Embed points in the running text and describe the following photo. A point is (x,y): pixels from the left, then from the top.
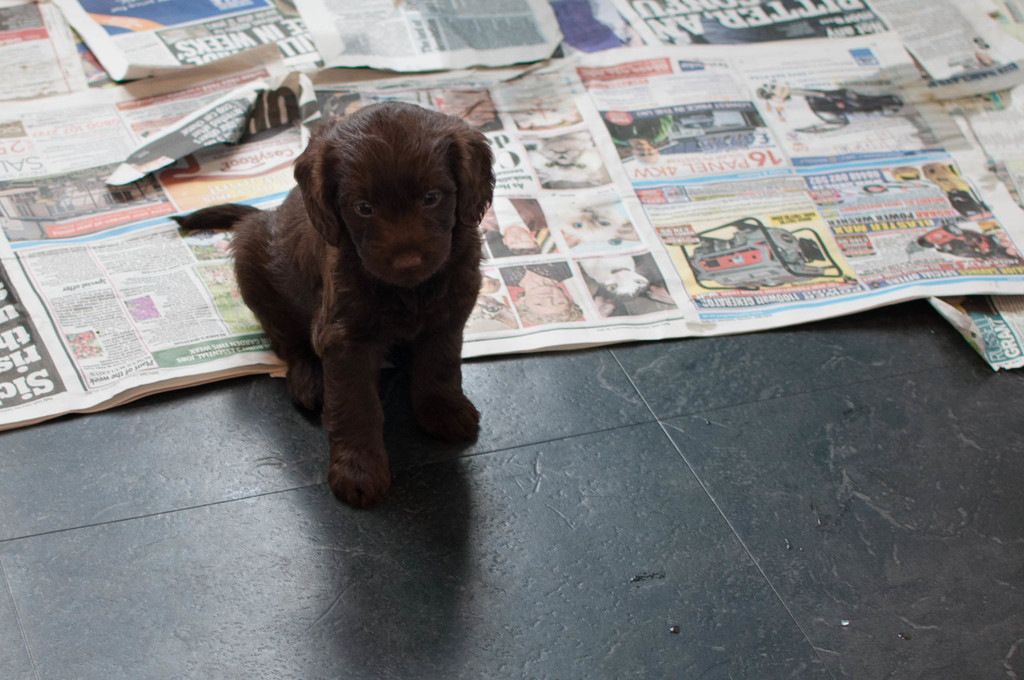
In this image I can see a dog (409,236) which is brown in color is sitting on the floor (412,421) which is black in color and a newspaper (619,331).
